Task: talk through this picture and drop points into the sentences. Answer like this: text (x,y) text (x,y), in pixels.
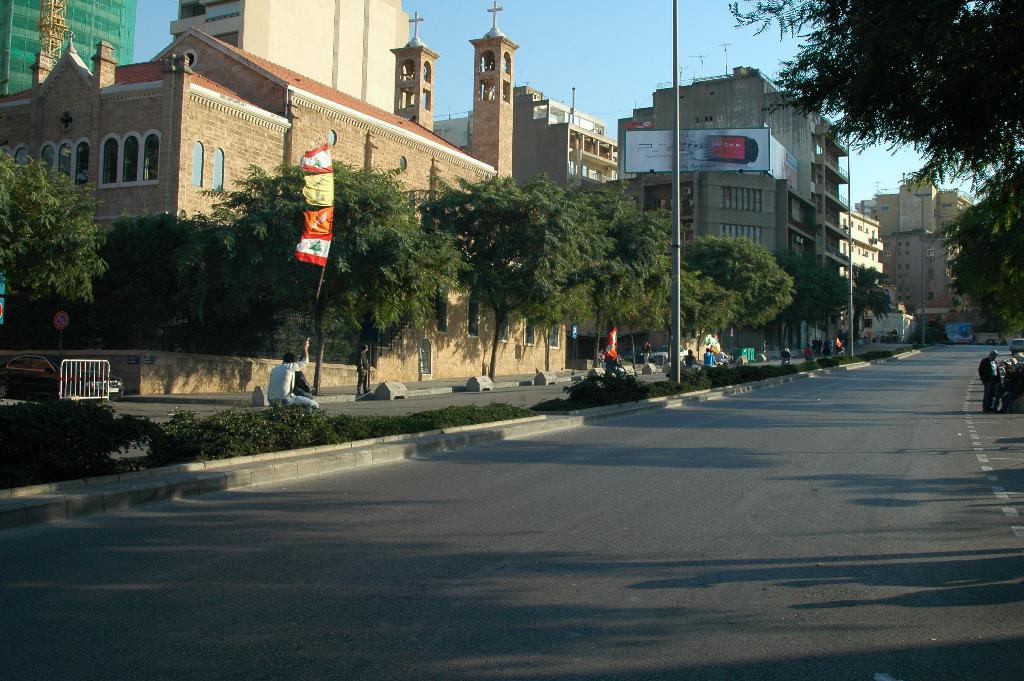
In this image we can see a group of people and some vehicles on the pathway (440,396). We can also see some plants (100,457), barricade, some trees (236,315), poles (676,322), some buildings (765,243) with windows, boards (783,171) and the sky (710,61).
